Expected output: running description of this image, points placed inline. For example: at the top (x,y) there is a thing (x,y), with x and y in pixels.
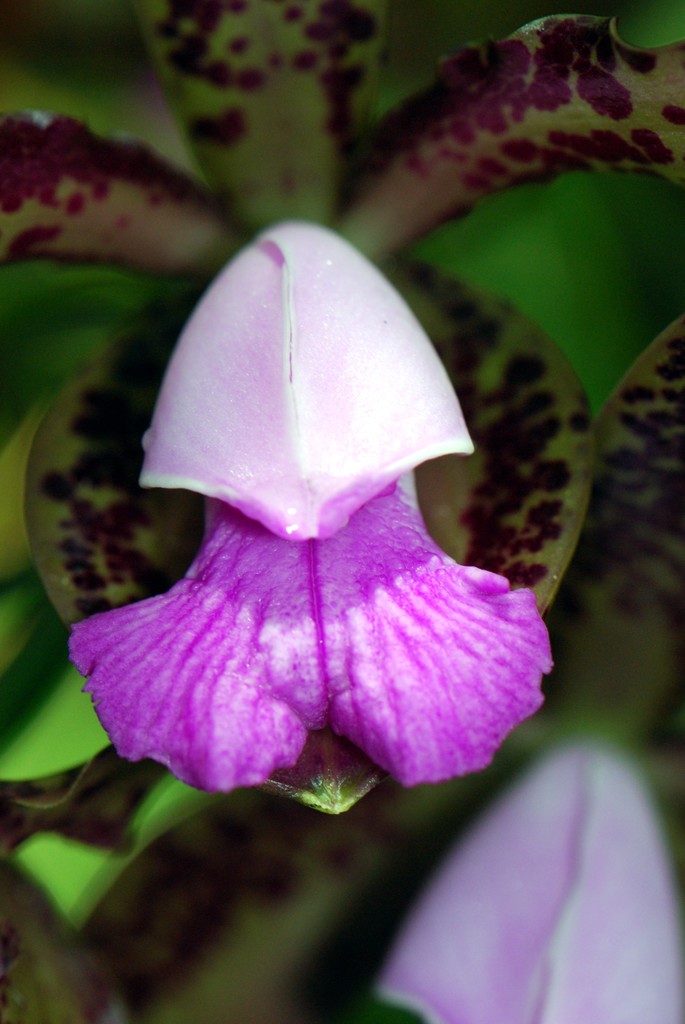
In this picture we can see few flowers (423,532) and plants (431,250).
